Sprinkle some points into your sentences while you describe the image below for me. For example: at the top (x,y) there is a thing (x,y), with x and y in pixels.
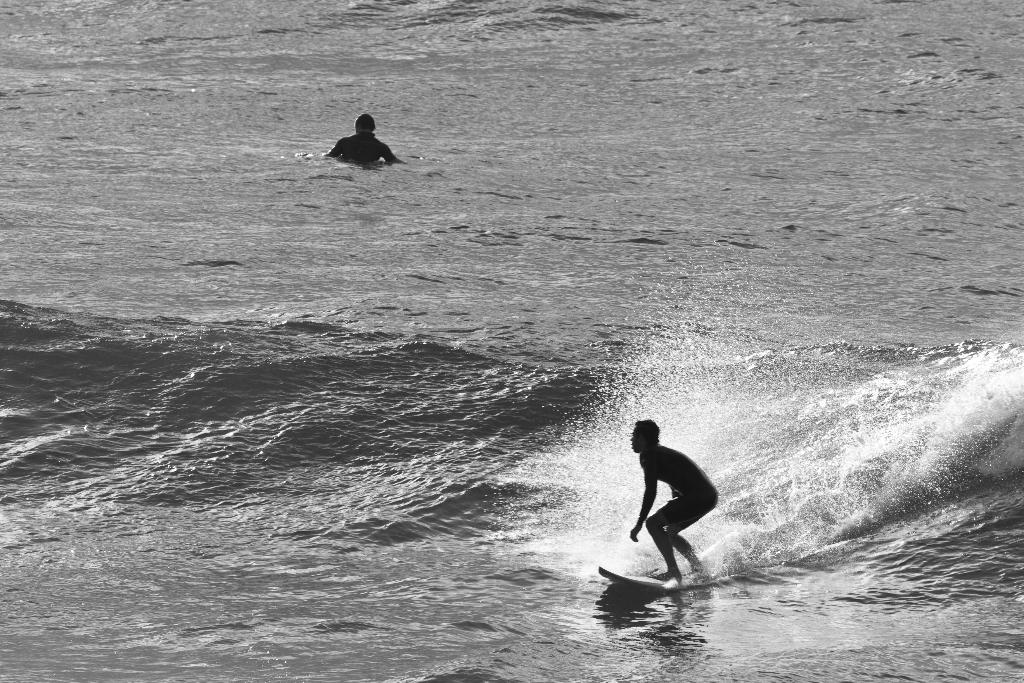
In this image, we can see a person (651,472) is surfing with a surfboard (629,584) on the water (381,512). Here we can see a person (361,152) in the water (333,173).
